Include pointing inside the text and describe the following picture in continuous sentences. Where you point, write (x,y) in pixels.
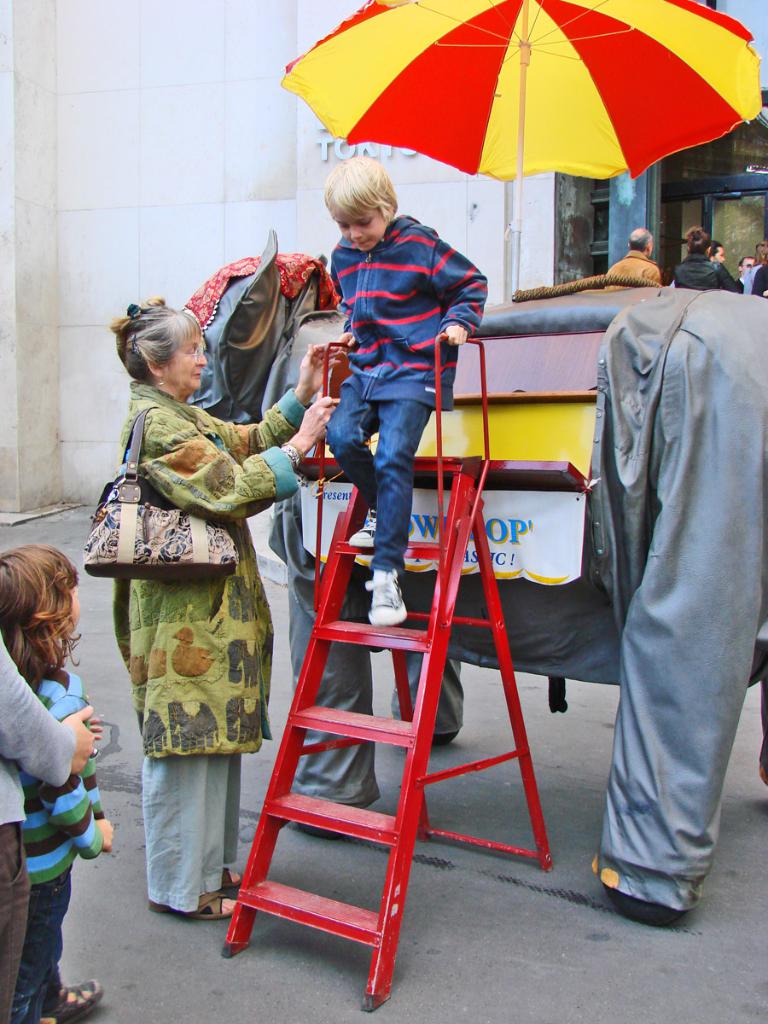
This image consists of a woman (142,697) wearing a green dress (159,718). On the left (44,871), there is a small girl (50,820) and a person (5,827) standing behind her. In the front (395,464), there is a boy (398,482) wearing blue dress (390,475) is standing on a ladder (394,719). At the top (390,104), there is an umbrella (475,146). In the background (170,121), there is a building (553,235) and there are few people (643,264).
